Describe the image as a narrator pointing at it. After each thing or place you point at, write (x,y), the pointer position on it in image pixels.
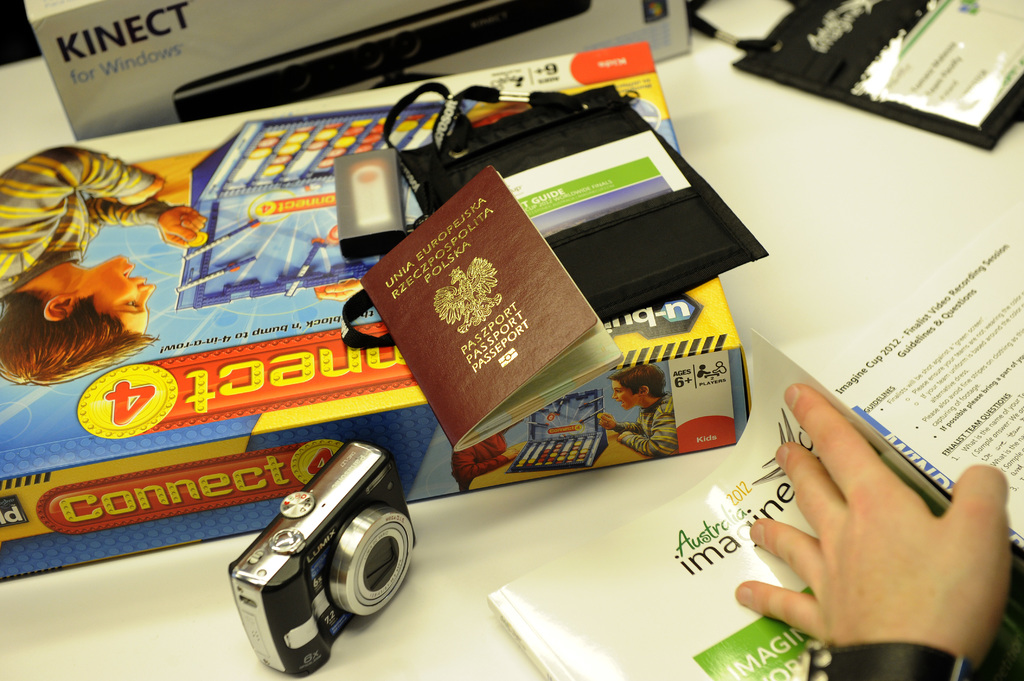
In this image I can see the white colored table (430,633) and on the table (456,588) I can see a box (215,397), few books (718,513), a camera (325,542) which is black and silver in color and to the right bottom of the image (842,642) I can see a person's hand (796,572) holding a book (901,488) and on the box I can see a passport (503,317), a black colored bag (649,240) with few objects (551,192) in it and I can see few other objects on the table (432,580).
